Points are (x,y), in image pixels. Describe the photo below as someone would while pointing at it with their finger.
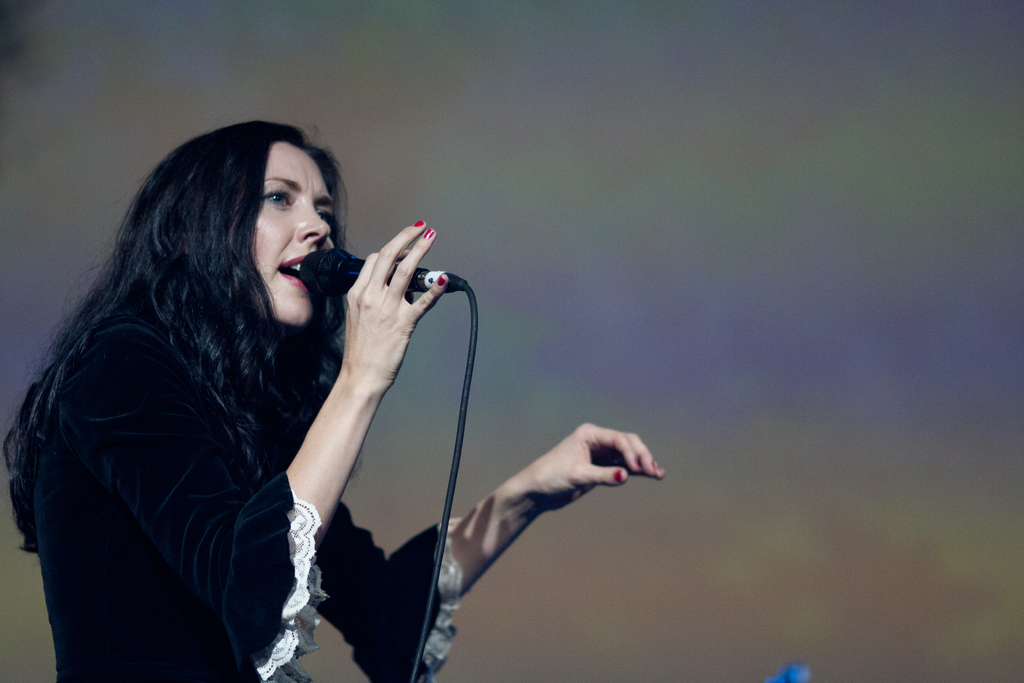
In this picture there is a woman (159,521) in black dress (354,559), holding a mic (319,267) and singing. The background (99,77) is blurred.
